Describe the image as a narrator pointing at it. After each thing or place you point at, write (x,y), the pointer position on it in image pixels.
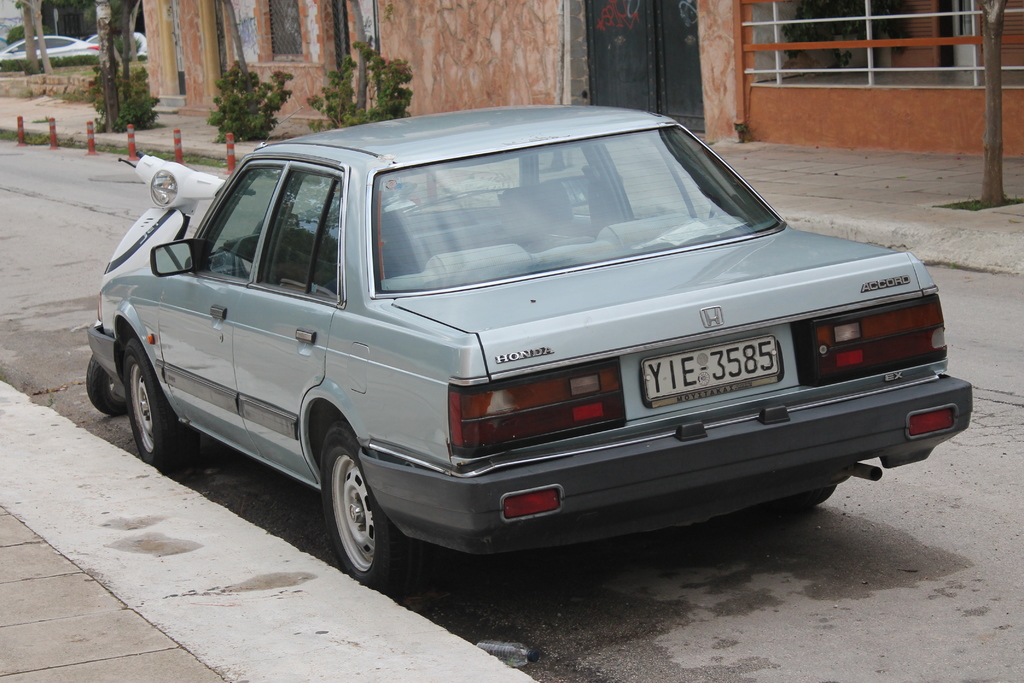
In the center of the image (519,360) we can see scooter (159,235) and car (497,461) on the road (617,553). In the background (83,48) we can see plants (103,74), trees (989,95), building (796,50) and cars (56,39).
